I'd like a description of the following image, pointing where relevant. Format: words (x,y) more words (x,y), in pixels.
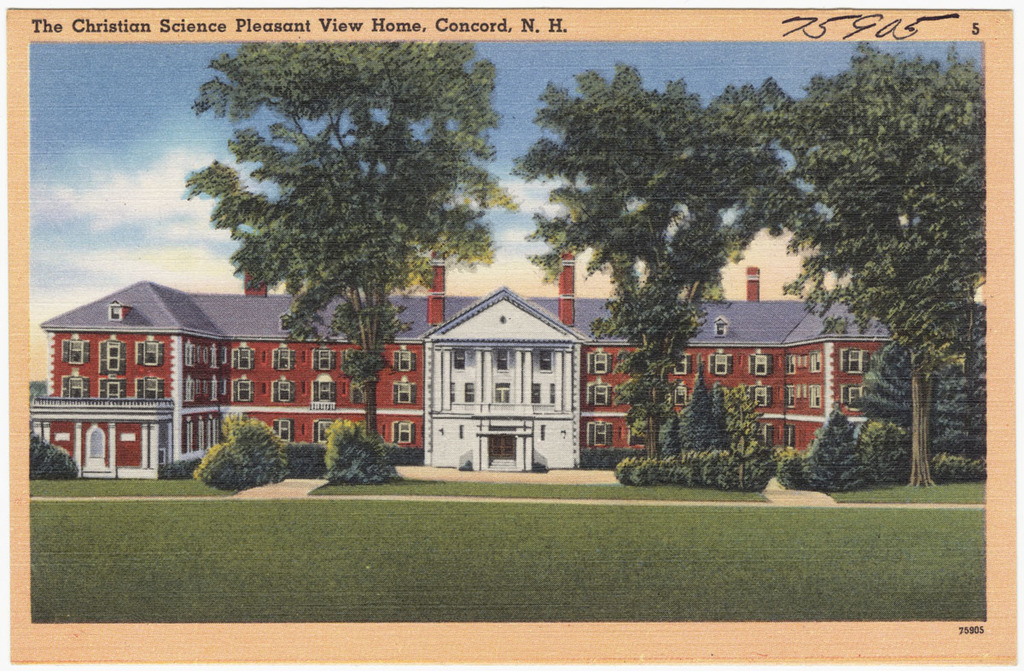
In this given picture, We can see a garden (589,555), a couple of trees (912,420), a big building (81,342) which is designed with multiple windows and here, We can find the access (496,459) to go inside the building (541,454).
